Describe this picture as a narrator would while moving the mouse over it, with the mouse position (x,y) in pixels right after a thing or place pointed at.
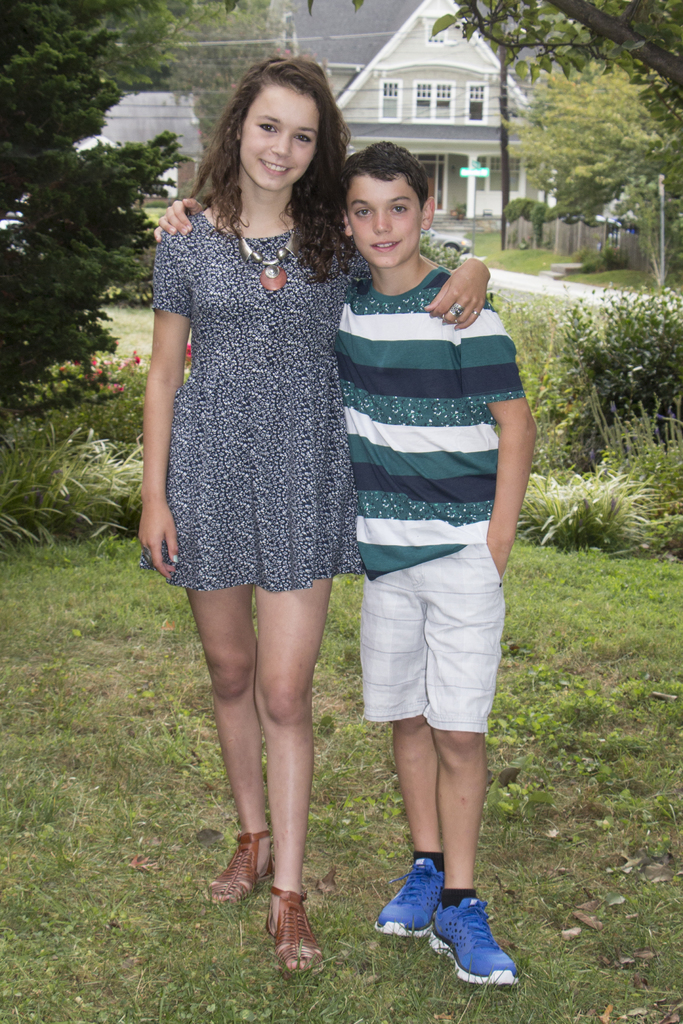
Front this girl (305,415) and boy (409,591) are standing. Here we can see grass (86,710). Background (220,90) there is a house (452,95), trees (64,113) and plants (39,477). To that house (442,16) there are windows (430,116) and door (427,163).
